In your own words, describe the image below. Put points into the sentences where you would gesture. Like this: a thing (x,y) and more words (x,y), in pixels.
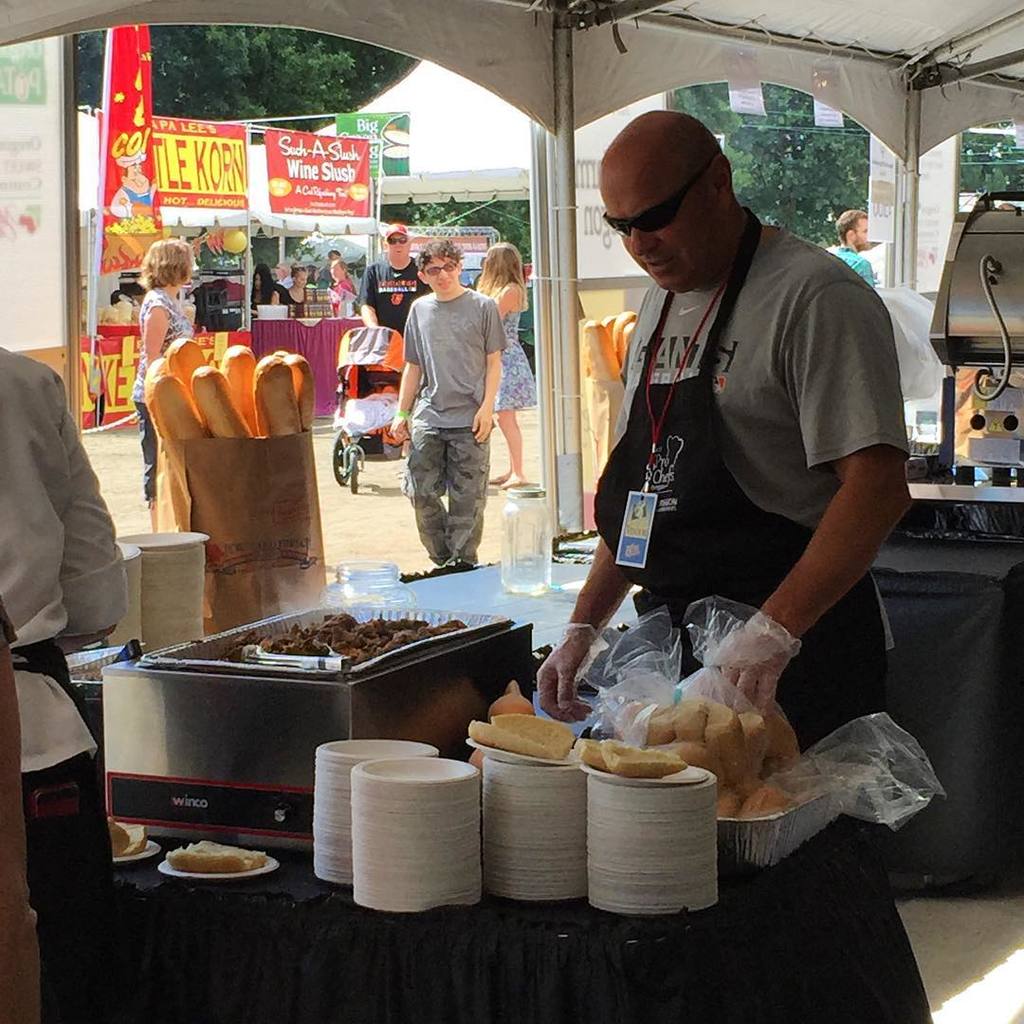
In this picture I can see there is a man (675,327) standing here and he is wearing gloves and in the backdrop (435,418) there are few people (469,385) standing and one of them is holding the trolley (359,376) and in the backdrop (295,239) there are trees (305,106) and plants (338,111).
